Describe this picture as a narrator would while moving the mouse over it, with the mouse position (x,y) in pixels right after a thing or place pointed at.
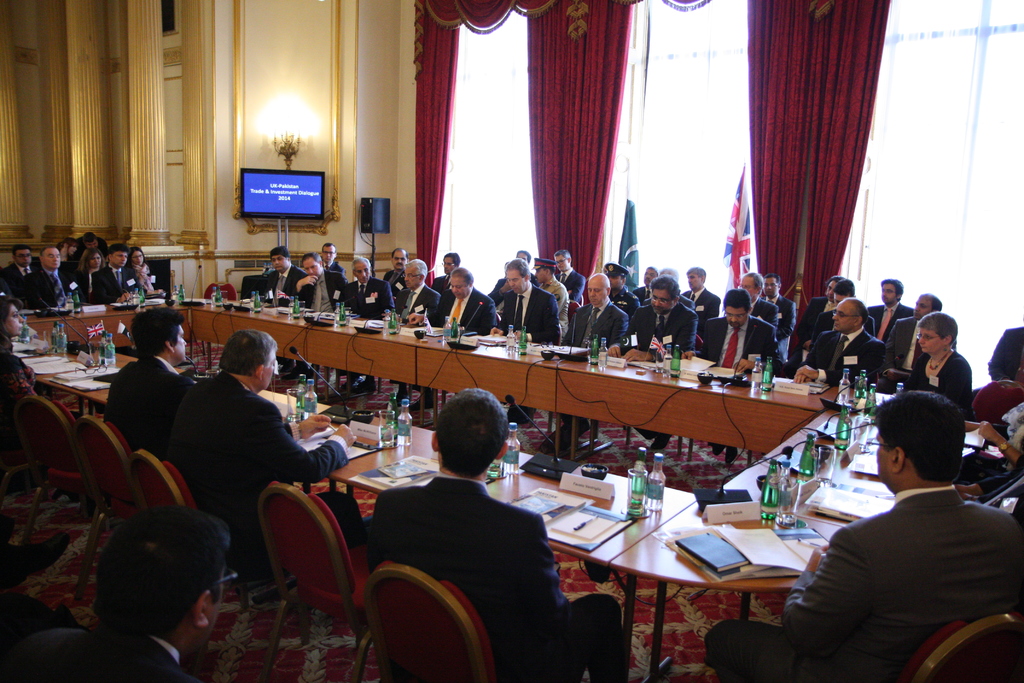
In this image it seems a conference in which so many people (941,571) are sitting around the table (420,334). On the table (678,500) there are bottles (655,491), books (759,560), mic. In the background (114,121) there are pillars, wall (355,209), lamp (288,158), television (267,201), speaker (366,200) and a flag (735,243). To the right side (792,91) there are curtains (790,109). At the bottom (233,663) there is a carpet (236,642) which is on the floor (317,648).
